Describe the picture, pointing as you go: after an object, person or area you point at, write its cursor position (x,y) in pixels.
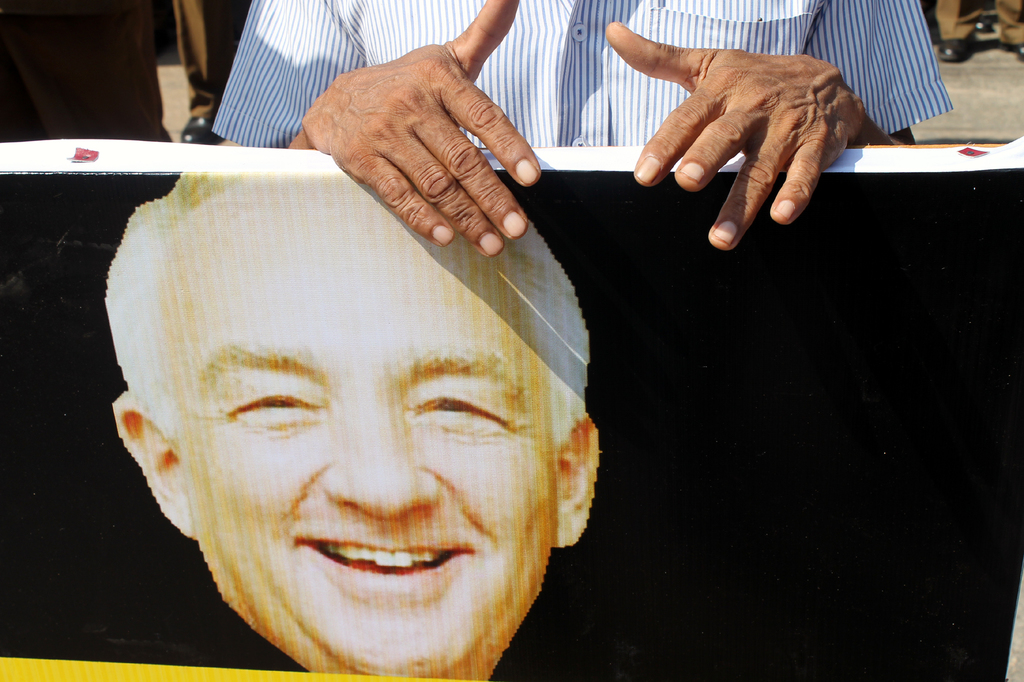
In this image there is a man (668,139) who is holding the hoarding (669,254). In the hoarding (433,420) there is a picture of a man's face (239,483). In the background (65,97) there are few other people (203,34) standing on the floor (181,127).
